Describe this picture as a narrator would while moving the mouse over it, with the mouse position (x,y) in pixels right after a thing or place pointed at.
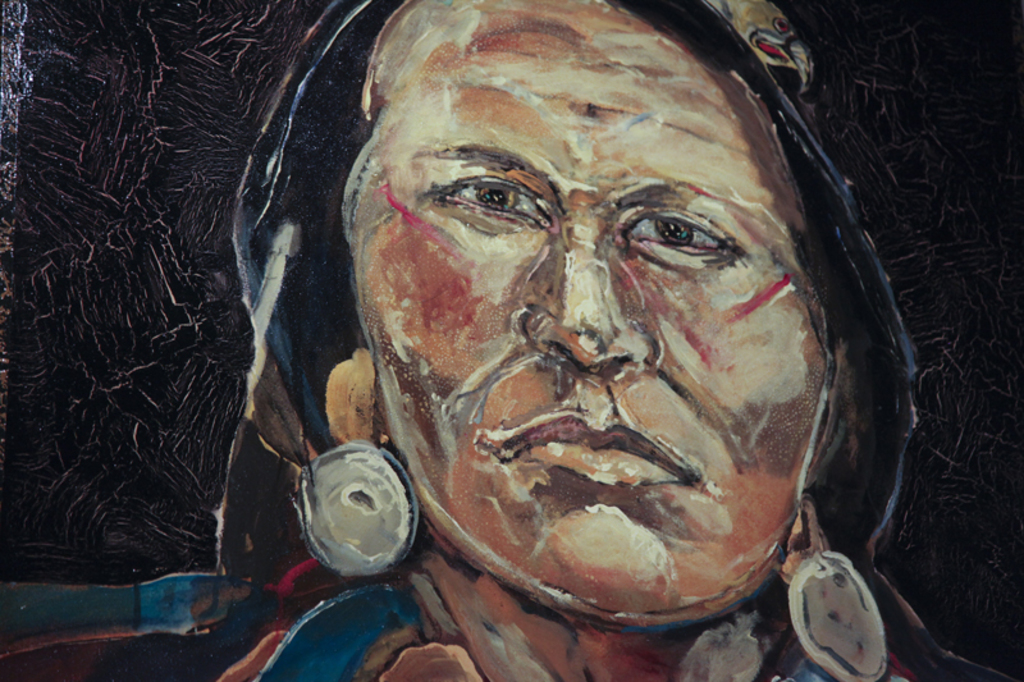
In this picture I can see a painting (248,299) of a person (888,631).
